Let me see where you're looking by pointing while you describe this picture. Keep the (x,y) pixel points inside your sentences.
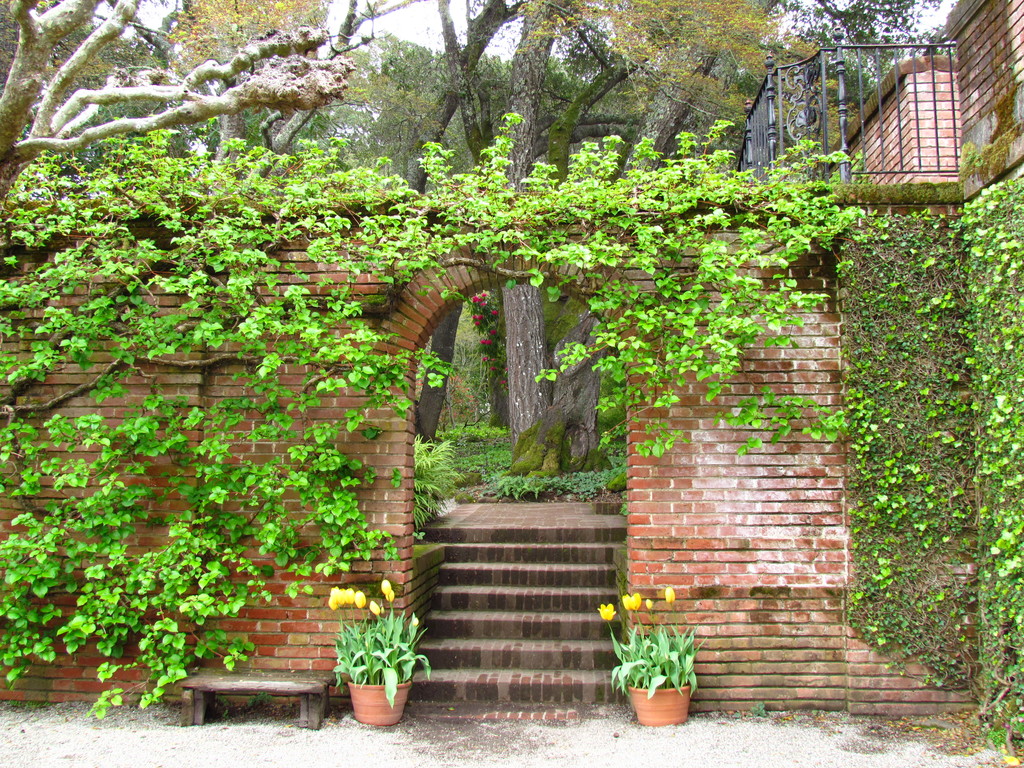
In this picture there are few trees (532,93) in the background (532,93) and also a brick shaped wall entrance (707,423). On top of it there are many small trees (211,579), there are also two flower pots (394,633) and a wooden stool (298,671) beside it.
